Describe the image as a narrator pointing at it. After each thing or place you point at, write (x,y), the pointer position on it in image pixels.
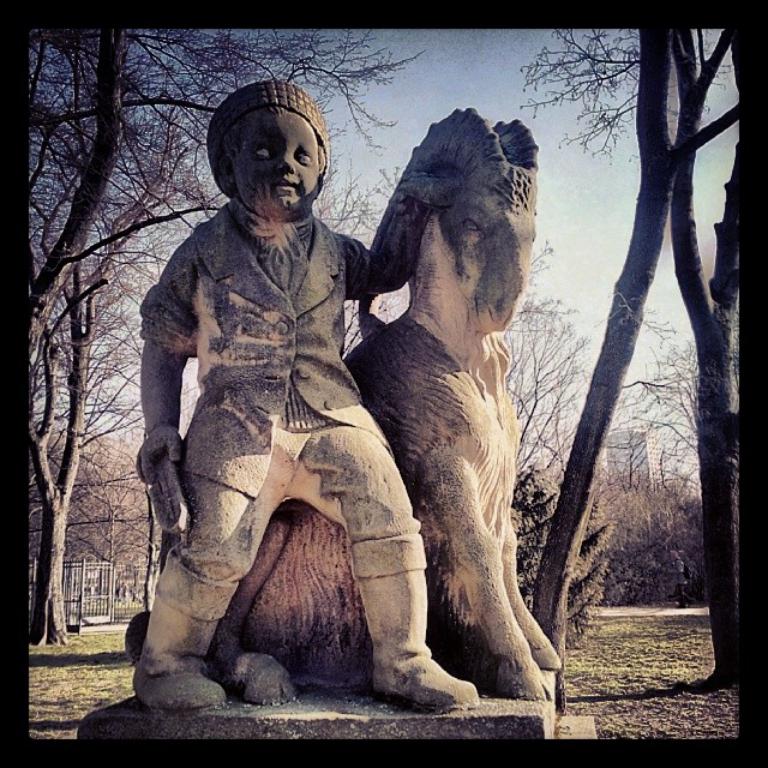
In the middle of this image (264,345), there is a statue (299,385) of a boy (364,420) who is holding a knife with a hand (163,443) and sitting on a statue (493,341) of an animal (486,388) which is on a platform (468,718). In the background (95,586), there are trees (54,258), a fence (83,595), a building (623,448) and grass (652,623) on the ground (600,613) and there are clouds (548,165) in the sky (449,82).
